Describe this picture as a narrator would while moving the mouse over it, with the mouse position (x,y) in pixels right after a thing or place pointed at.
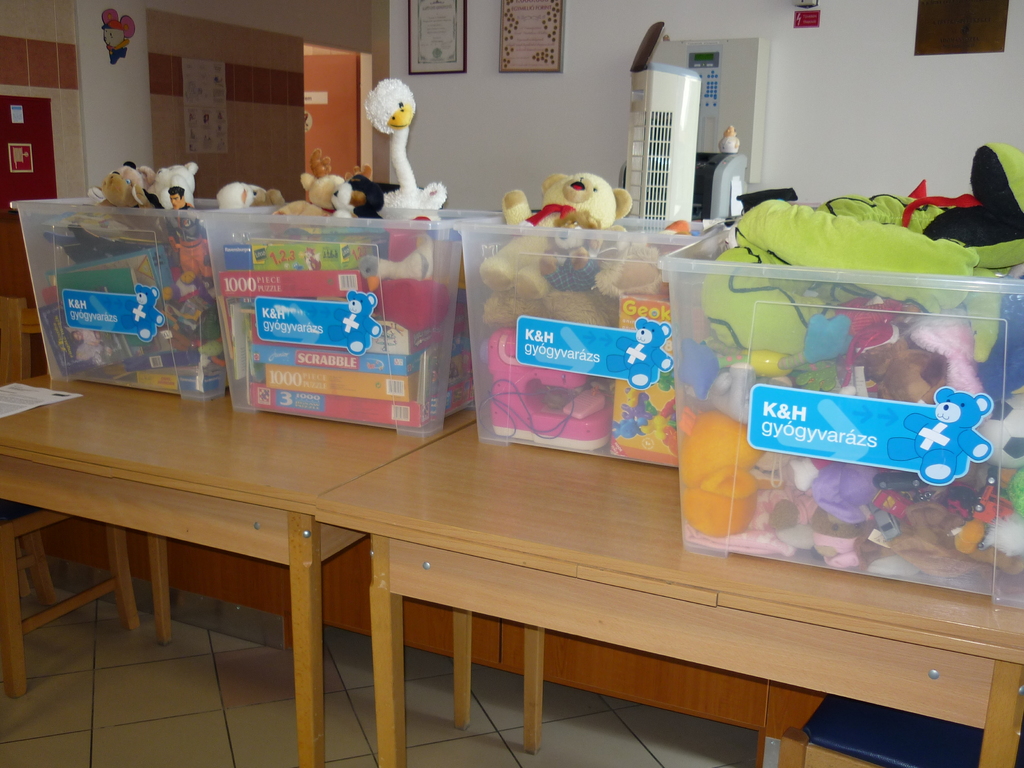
In this image there are a few toys (365,283) are arranged in four baskets (366,348), which are placed on the table (625,514), there are a few frames (980,44) are hanging on the wall (678,11), behind the basket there are few objects (705,150) and there are chairs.
